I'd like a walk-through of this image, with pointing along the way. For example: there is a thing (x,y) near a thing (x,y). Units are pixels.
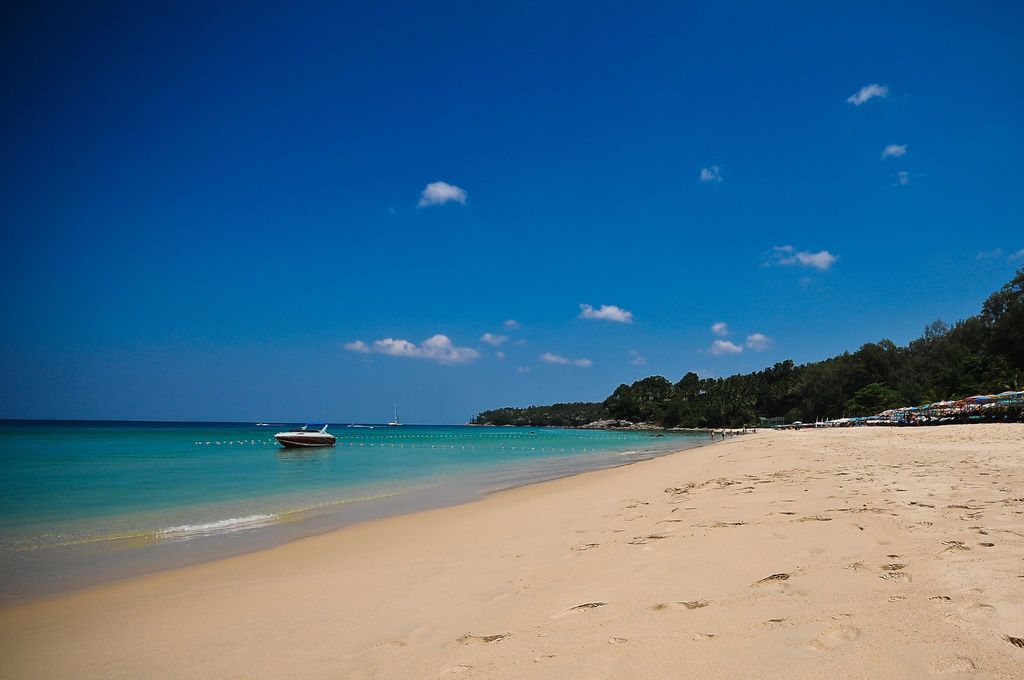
As we can see in the image there is sand (629,546), water (308,459), boat (301,437), trees (770,390), few people (712,432) here and there, sky (473,377) and clouds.
